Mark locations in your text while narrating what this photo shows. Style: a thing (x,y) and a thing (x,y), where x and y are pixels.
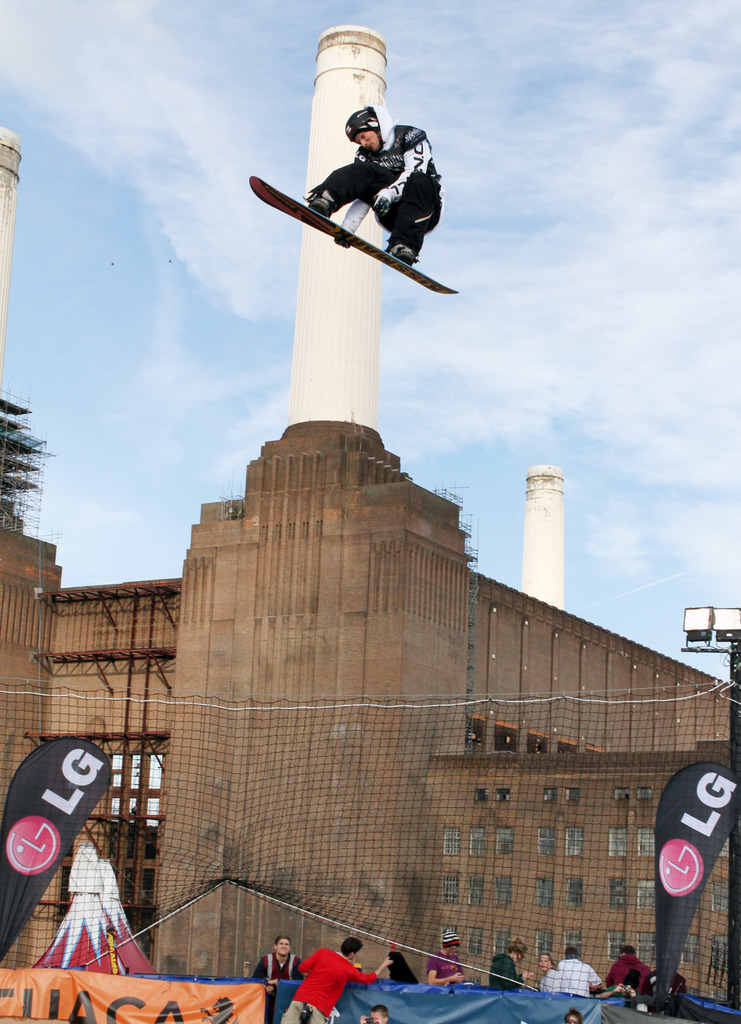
In the image we can see a person (382,197) wearing clothes (407,180), gloves (376,208), shoes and the person (363,214) is jumping by using snowboard (281,202). Here we can see the net (418,830) and there are other people (323,985) standing and wearing clothes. Here we can see the poster (151,1009) and text (73,996) on it. Here we can see the logo (29,855) and the building (296,597) and these are the windows (154,761) of the building (115,694). Here we can see the pole (720,649) and the cloudy sky (604,301).
